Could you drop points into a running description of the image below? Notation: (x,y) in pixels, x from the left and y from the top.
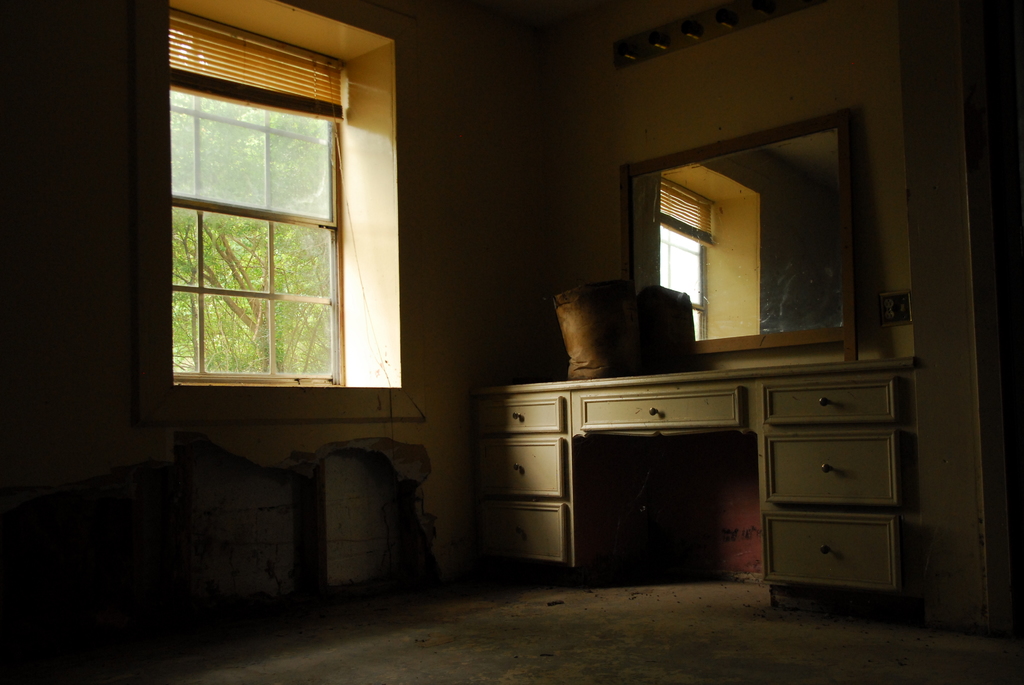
In this image we can see some cupboards (512,497) on which there is some object (617,324), mirror (730,217), window (304,211), curtains (305,80) and we can see some trees (218,321) through the window (232,258).
